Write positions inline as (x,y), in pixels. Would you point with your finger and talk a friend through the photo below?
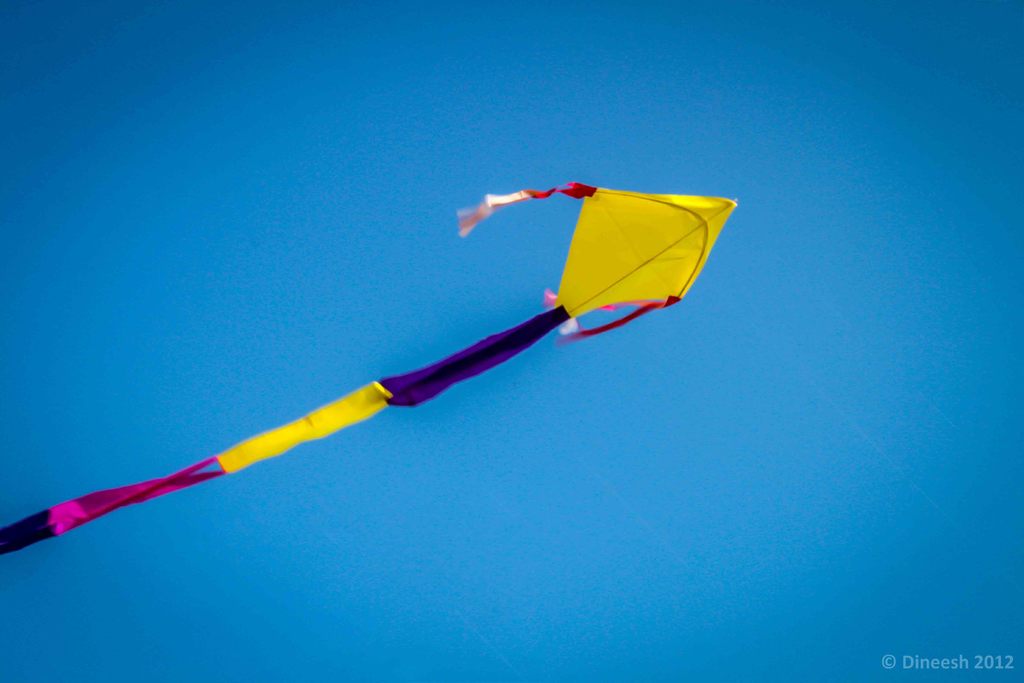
In this image we can see one colorful kite (65,518) in the blue sky (726,589) and on the right side of the image (893,661) there is some text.
